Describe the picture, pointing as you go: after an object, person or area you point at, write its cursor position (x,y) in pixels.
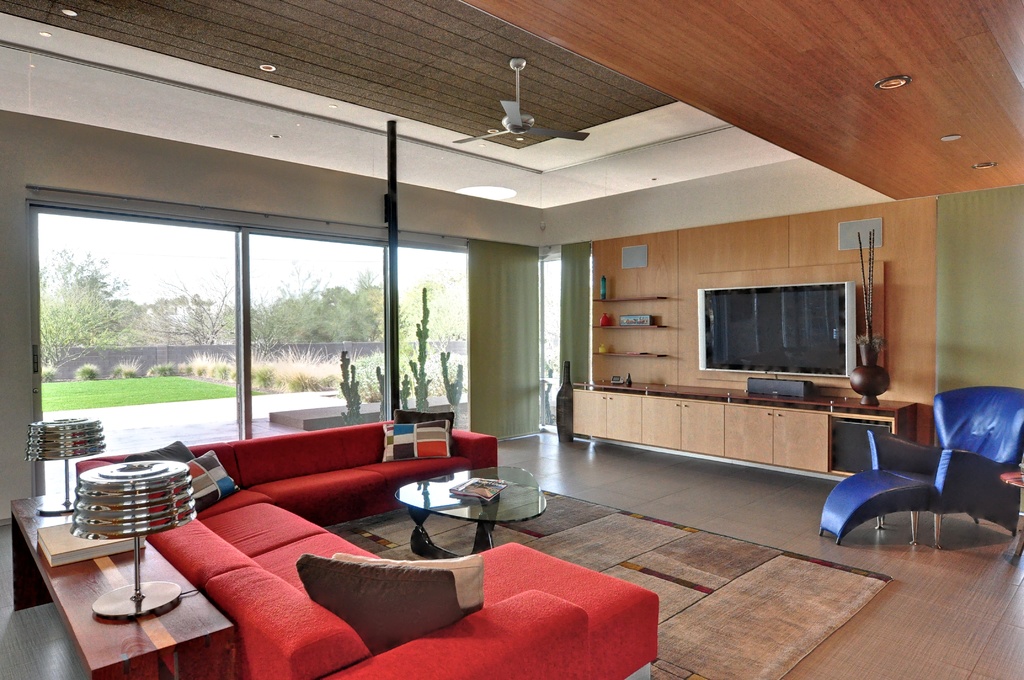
The photo is clicked inside a room (674,303). In the room (453,535) there is a red sofa (305,547). In the middle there is a table (451,497). On the floor (809,546) there is a carpet (850,578). On the right side (999,446) there is a blue couch (944,457). Behind the sofa (436,652) there's a table (151,656) on the table (147,642) there are two table lamps (104,508) and a book (82,549). On the ceiling (506,97) there is a fan (510,113). On the right side (687,238) there is a cabinet (671,390). On that there is television (706,309), few shelves (661,356), pot (873,356) and there are few drawer (704,410) on it. In the background (453,345) there is a glass wall (247,327). Through which we can see outside. In the outside there are trees (79,332), boundary (164,364), shrub (164,364) and grasses (163,386).
